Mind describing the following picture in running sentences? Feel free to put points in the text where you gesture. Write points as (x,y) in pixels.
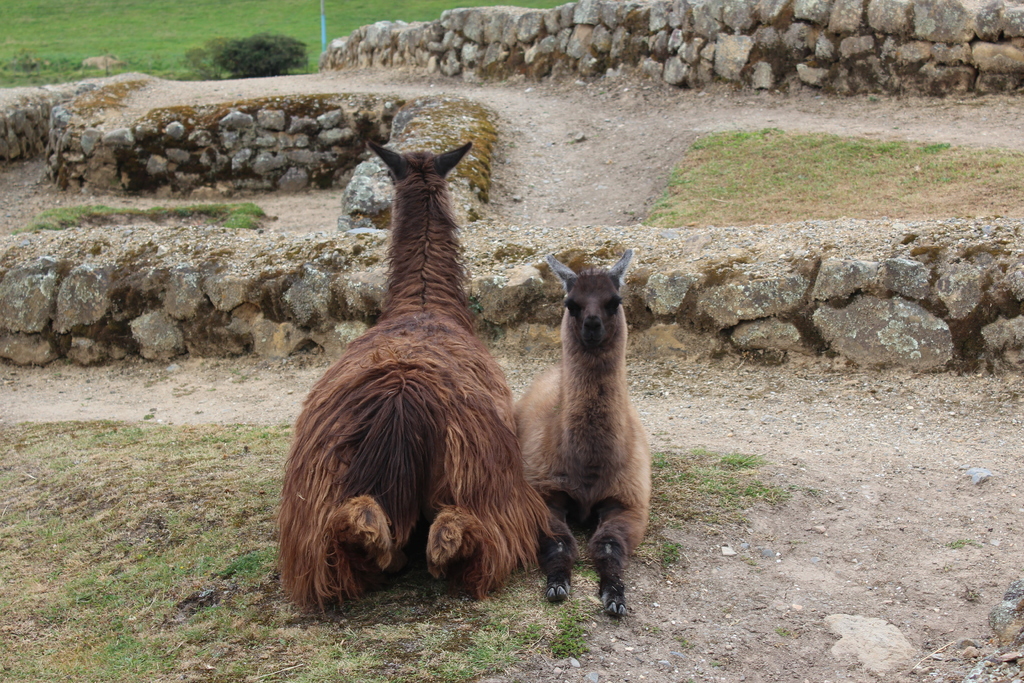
In this picture we see couple of animals (492,409) seated on the ground (420,575) and we see a plant (269,72) and grass (177,45) on the ground (234,90) and few rocks (307,275).
